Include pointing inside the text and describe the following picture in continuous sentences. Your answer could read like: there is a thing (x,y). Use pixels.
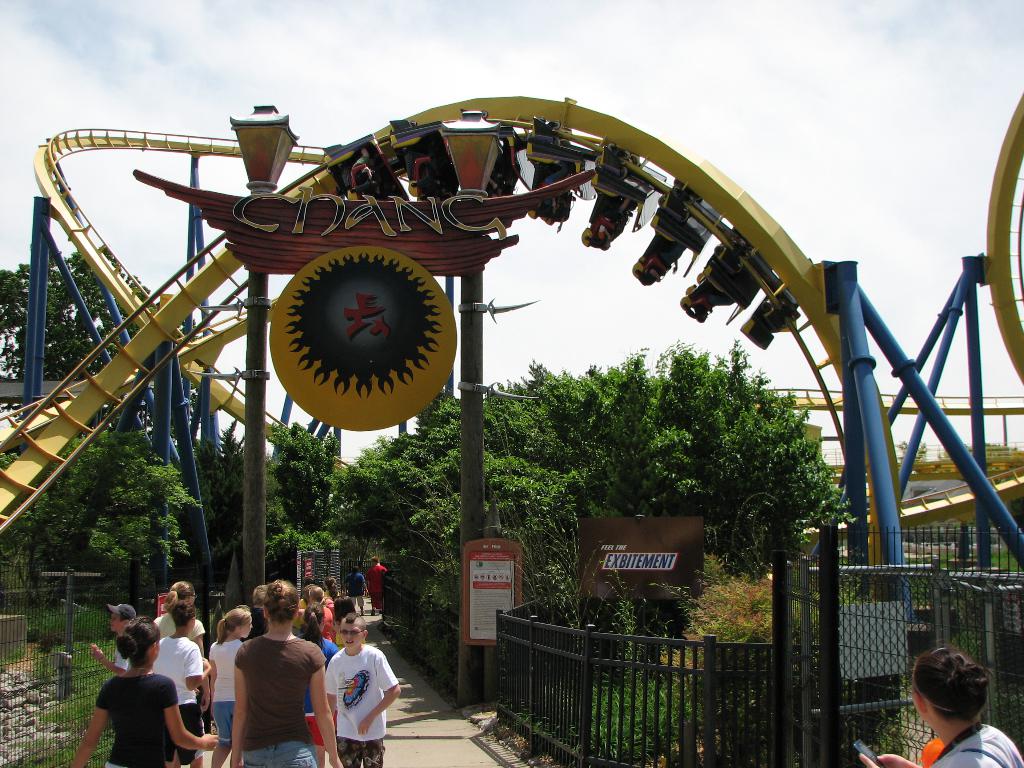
There are groups of people (333,632) standing. These are the barricades (722,690). I can see the boards (619,579) attached to the poles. This looks like a roller coaster (138,343). I can see a name board (377,242) attached to the pole (268,283). This looks like a light pole (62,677). This is a fence (62,666). These are the trees (296,470). I can see few people (719,300) sitting in the roller coaster (663,231).
